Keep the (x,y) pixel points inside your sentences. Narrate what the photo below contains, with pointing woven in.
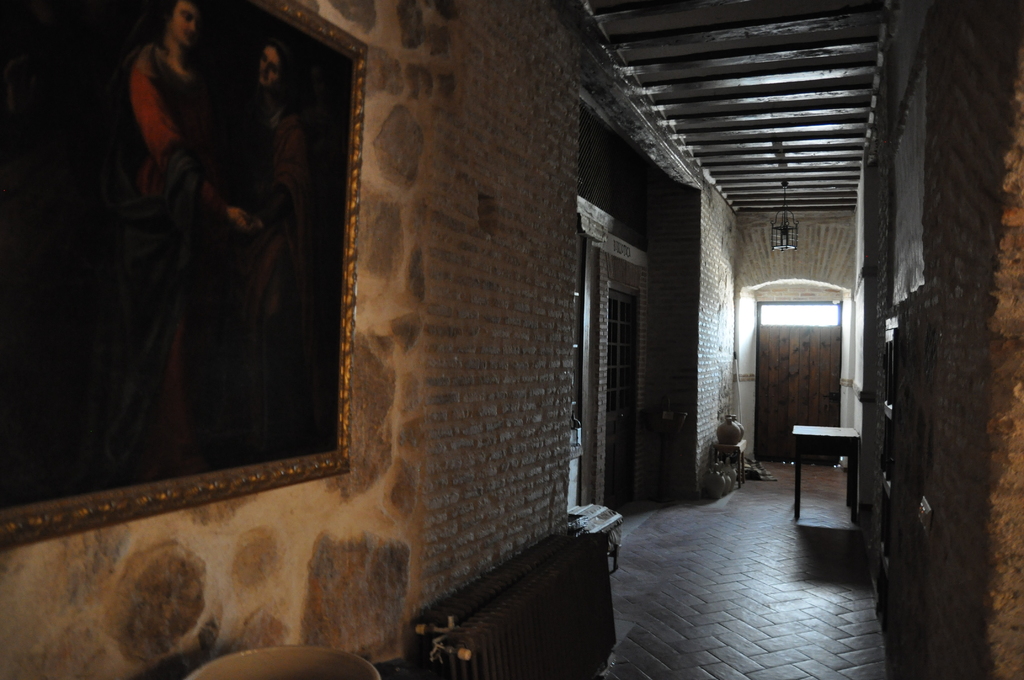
This is the picture of a room (570,386). On the left side of the image (86,518) there is a frame (316,459) on the wall (525,423), on the frame (171,133) there are pictures (180,99) of two people (173,195). In the foreground (294,670) there is a bowl (302,660) and there are objects (527,563). At the back (762,369) there is a table (844,450) and there are pots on the table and under the table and there are doors (770,414). On the right side of the image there is a switch board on the wall (926,564) and there is a door (889,467). At the bottom (776,602) there is a floor (734,511).
